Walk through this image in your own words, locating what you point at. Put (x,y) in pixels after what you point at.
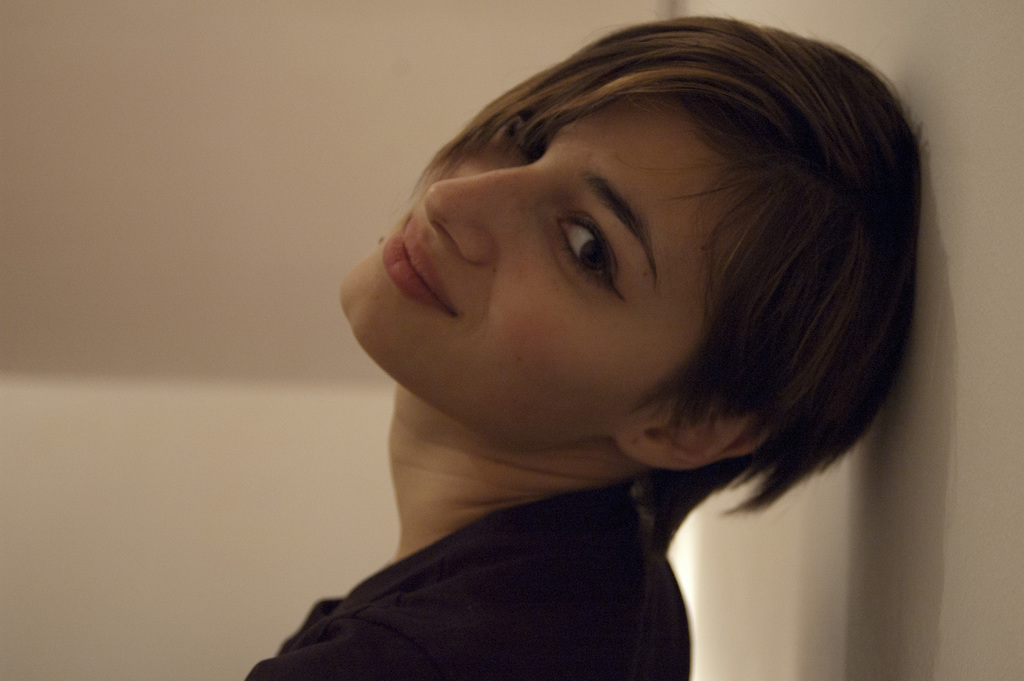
Here I can see a person (645,248) facing towards left side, smiling and looking at the picture. On the right side (971,311) there is a wall (993,213).
